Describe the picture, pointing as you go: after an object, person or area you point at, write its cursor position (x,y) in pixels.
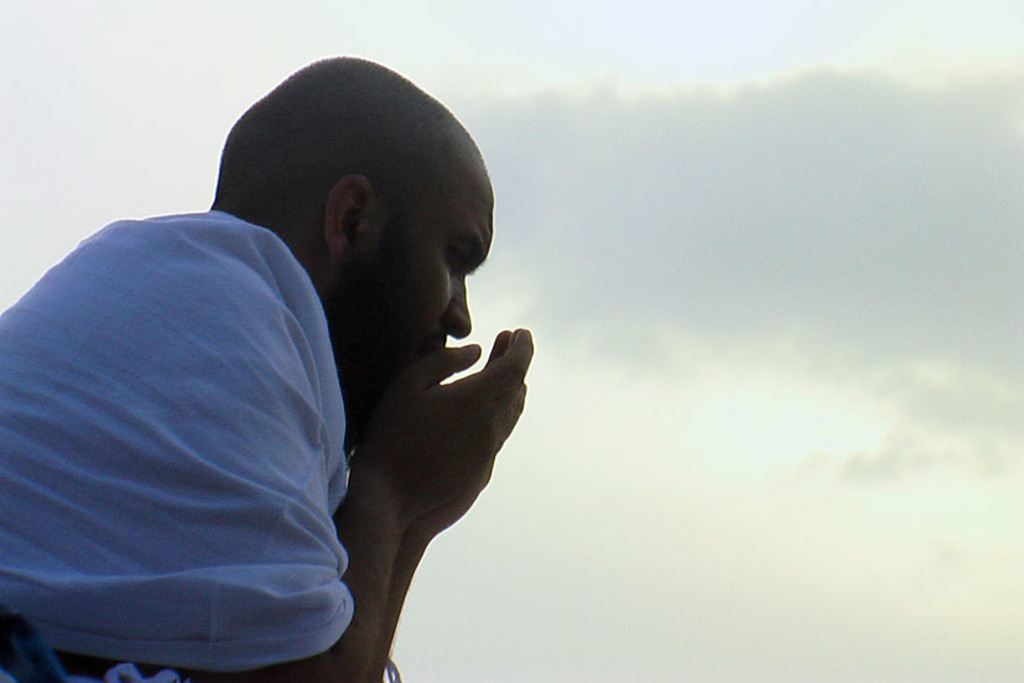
On the left (116,299) we can see a man (116,299). In the background (692,133) there are clouds (678,233) in the sky (818,345).
